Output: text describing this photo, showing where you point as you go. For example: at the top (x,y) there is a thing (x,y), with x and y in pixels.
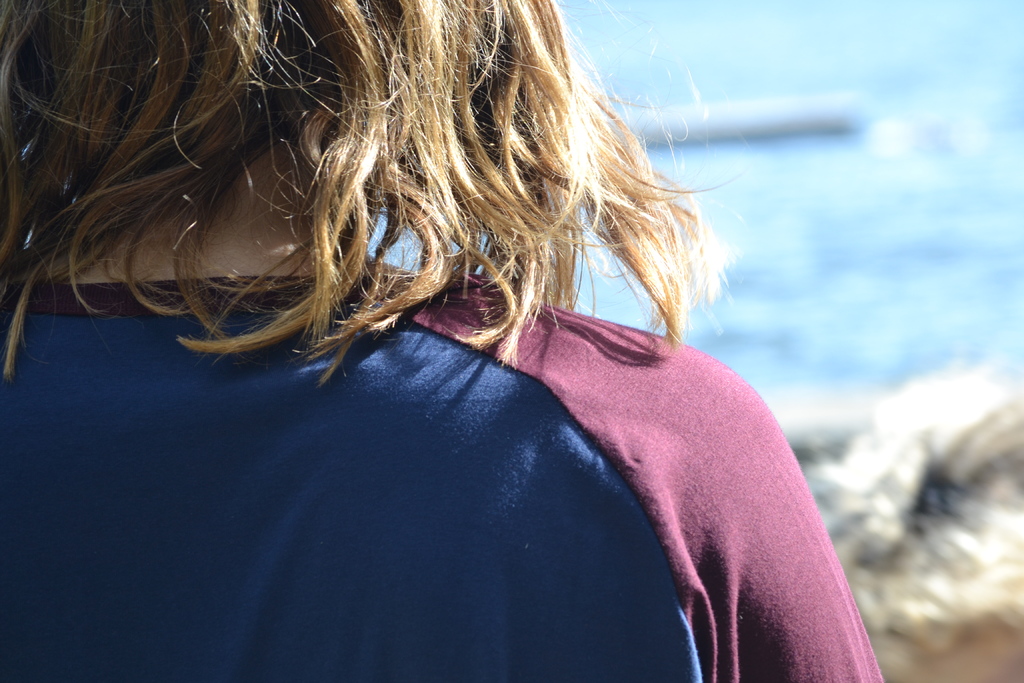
In this image I can see one person (274,150) in the front (478,395) and I can see this person (341,336) is wearing a t-shirt (278,406). I can see the colour of the t-shirt (386,467) is blue and maroon. I can also see this image is blurry in the background (790,378).
